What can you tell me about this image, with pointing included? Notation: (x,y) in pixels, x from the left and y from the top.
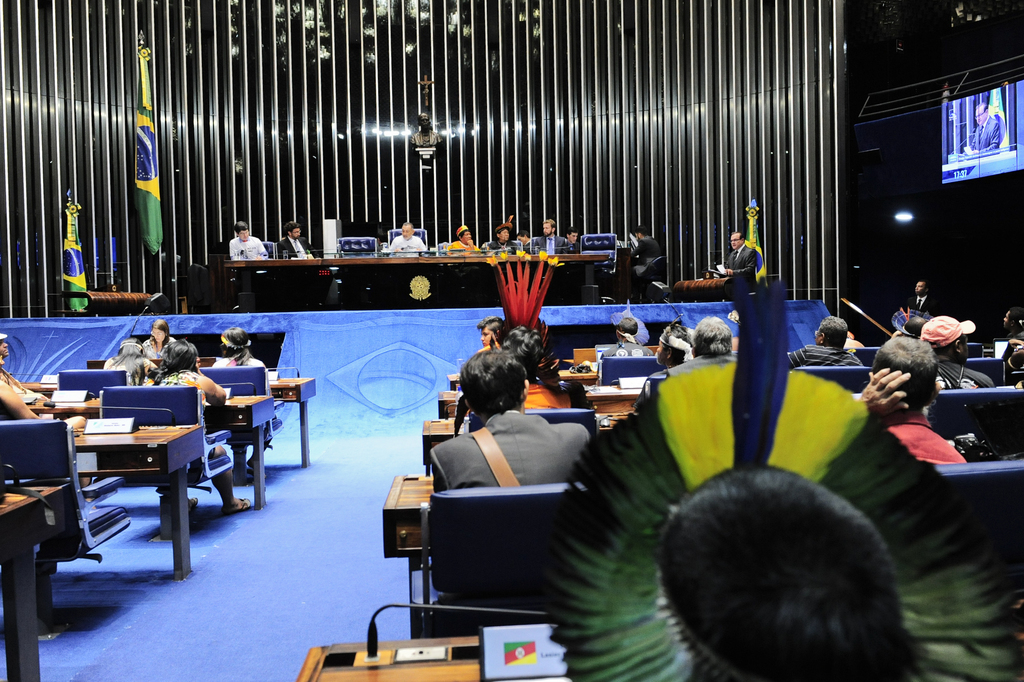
It is look like a auditorium (645,312). So many peoples (637,325) are sat on the chair (197,482). We can see so many desk (186,465). Here on the right side (965,150), we can see a screen (986,142). There is a man (748,265) is standing at the right side of the image (741,267). On the left side (138,189), we can found 2 flags (77,251). The background (113,217), we can see a black color wall (468,100). And there is a sculpture (423,133) in the middle of the image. We can see blue color floor (315,555) on the bottom (261,592).
